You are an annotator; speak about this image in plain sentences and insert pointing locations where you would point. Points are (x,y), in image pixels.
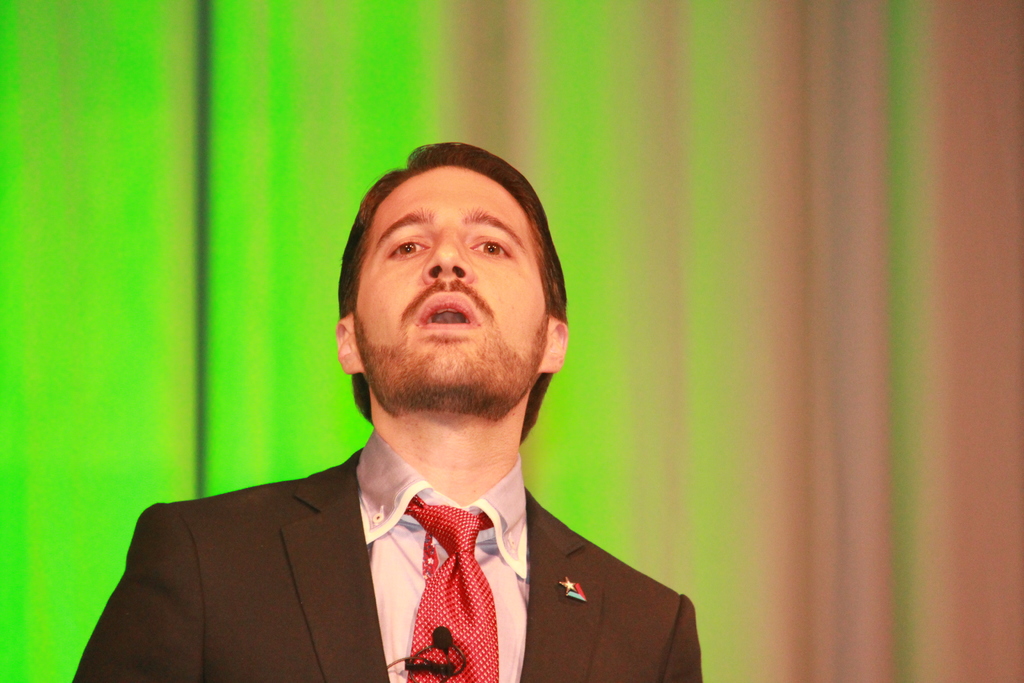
In the middle (535,358) a man (549,512) is raising his head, he wore coat (341,602), shirt (381,574), tie (428,566).
